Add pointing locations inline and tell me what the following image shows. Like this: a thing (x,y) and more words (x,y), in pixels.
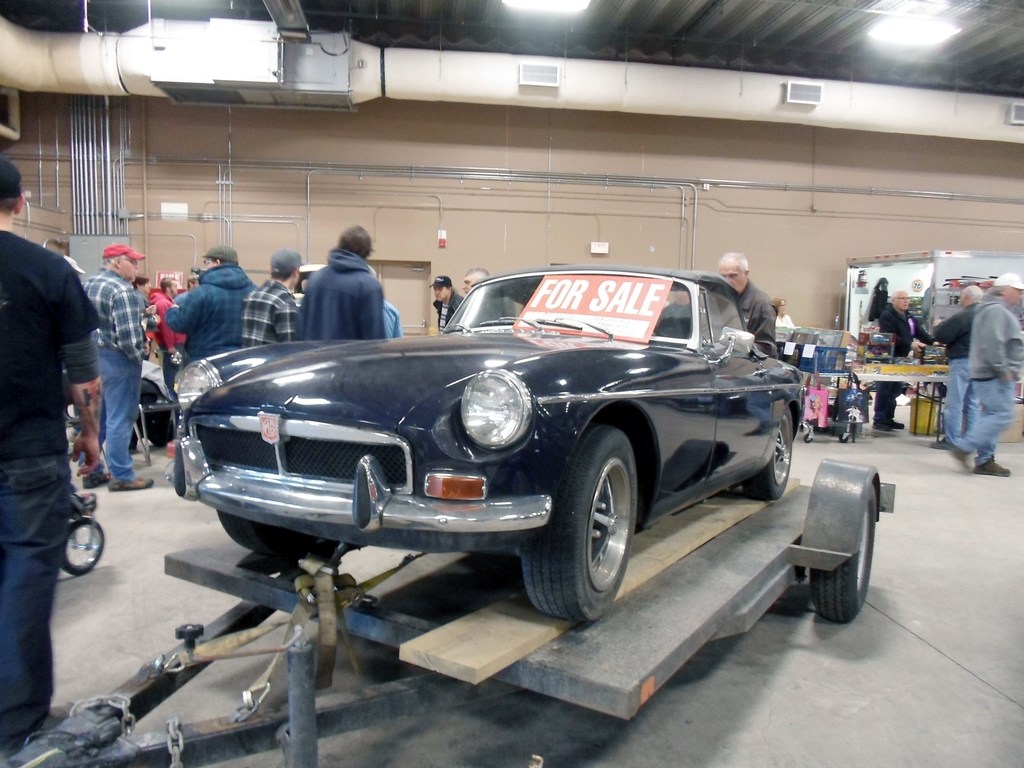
In the image we can see there is a car (521,382) which is for sale and there is a trailer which is holding it and there are lot of people (35,306) who are standing and these two men (108,271) are looking at each other. On other side there is a shop (915,299) of items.
